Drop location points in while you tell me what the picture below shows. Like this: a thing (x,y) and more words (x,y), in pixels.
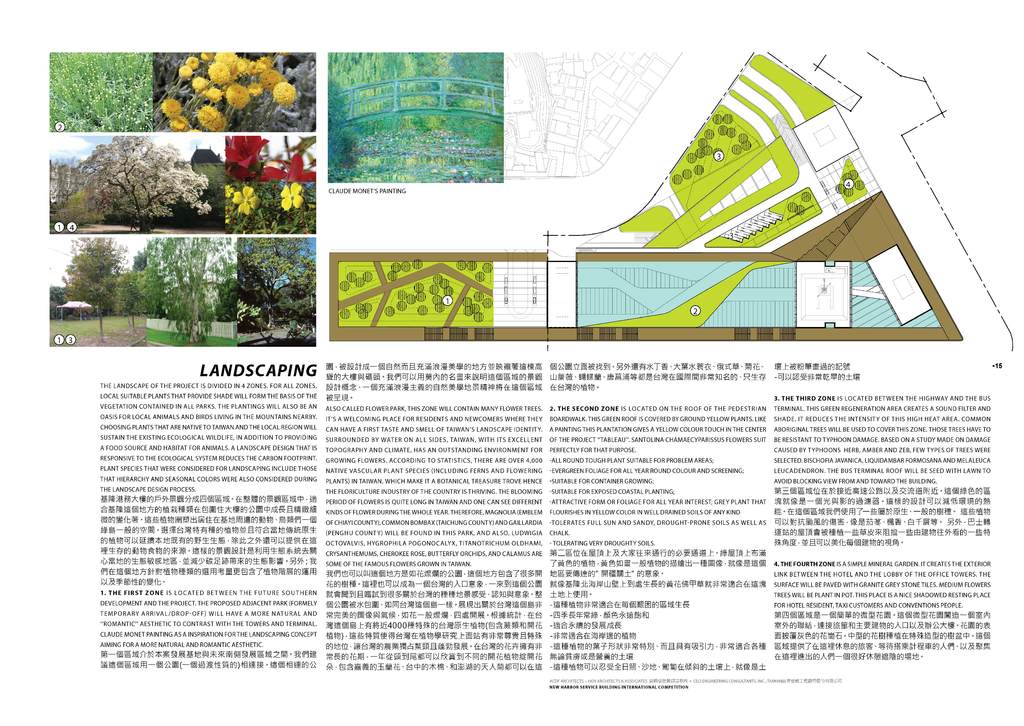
In this picture there are few images (288,183) and there is something written below it.
